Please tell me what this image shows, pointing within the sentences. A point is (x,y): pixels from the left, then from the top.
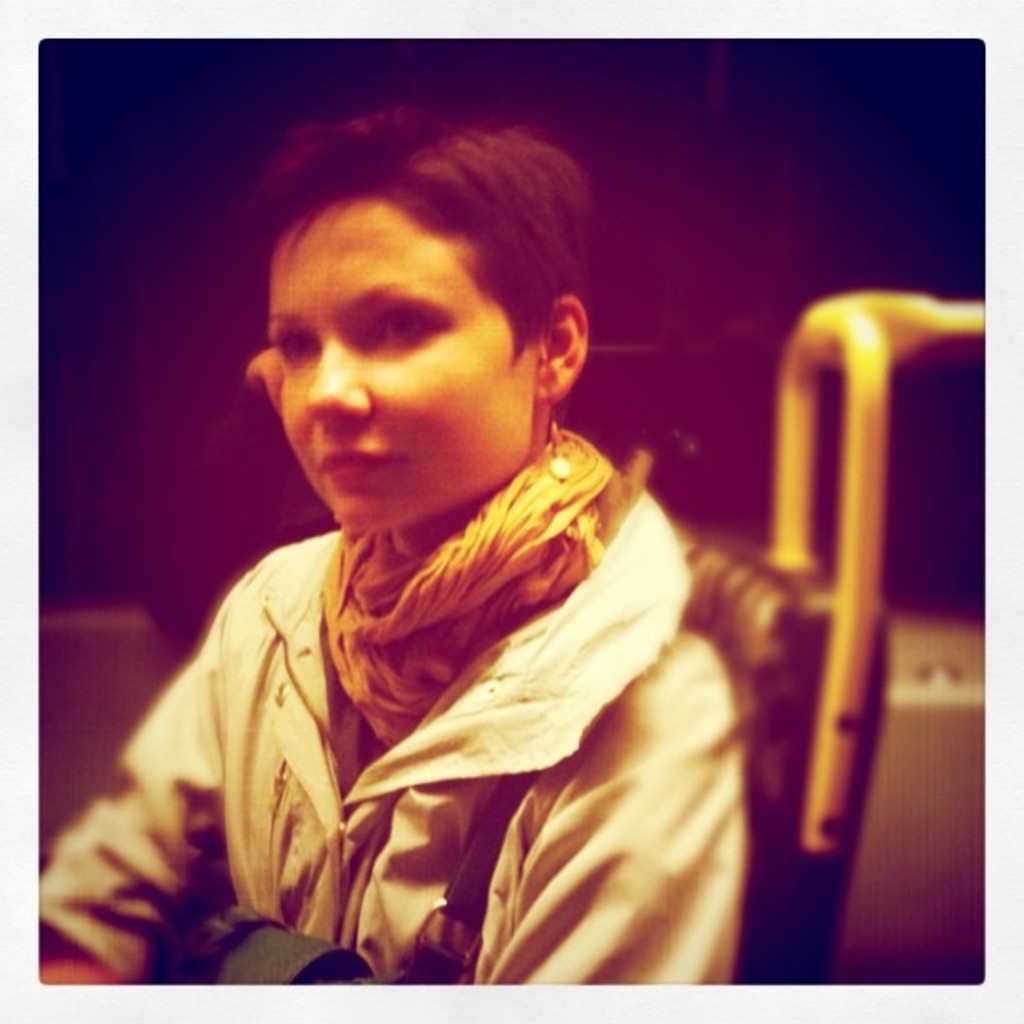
A person (668,906) is sitting wearing a coat (307,662) and a stole (384,622).
